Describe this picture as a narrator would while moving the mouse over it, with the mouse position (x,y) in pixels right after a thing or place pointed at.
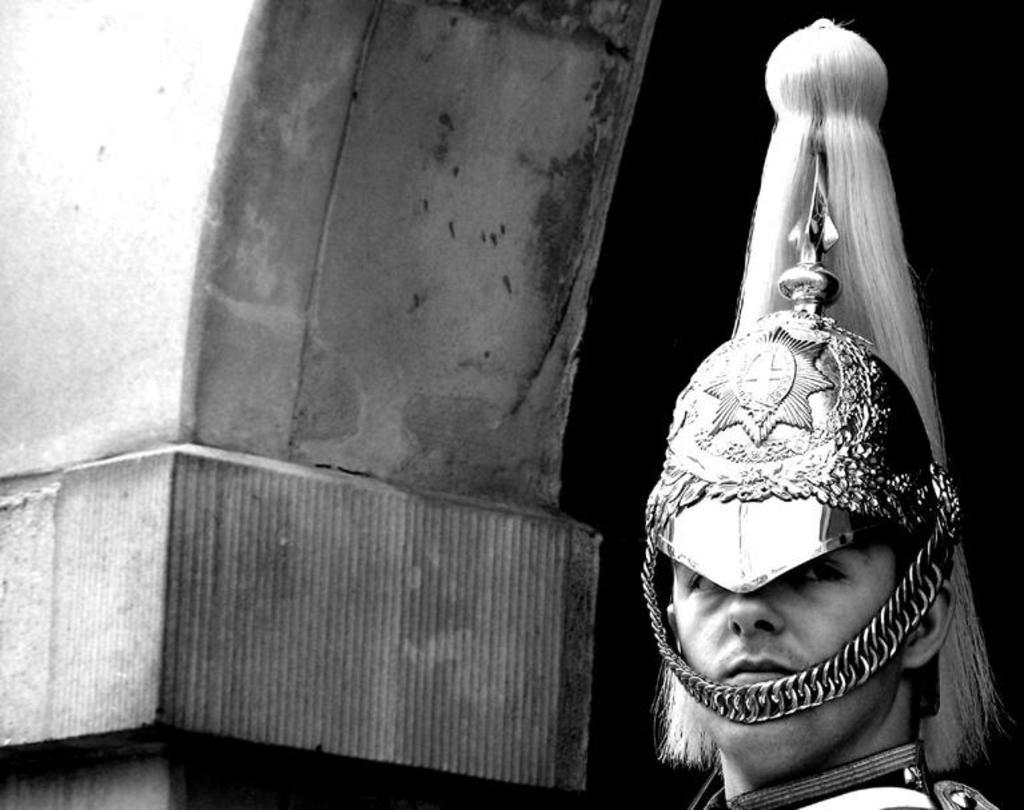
In this black and white image there is a person (777,753) wearing a helmet (769,477) on his head (767,476). On the left side of the image (231,411) there is a wall (227,429).
